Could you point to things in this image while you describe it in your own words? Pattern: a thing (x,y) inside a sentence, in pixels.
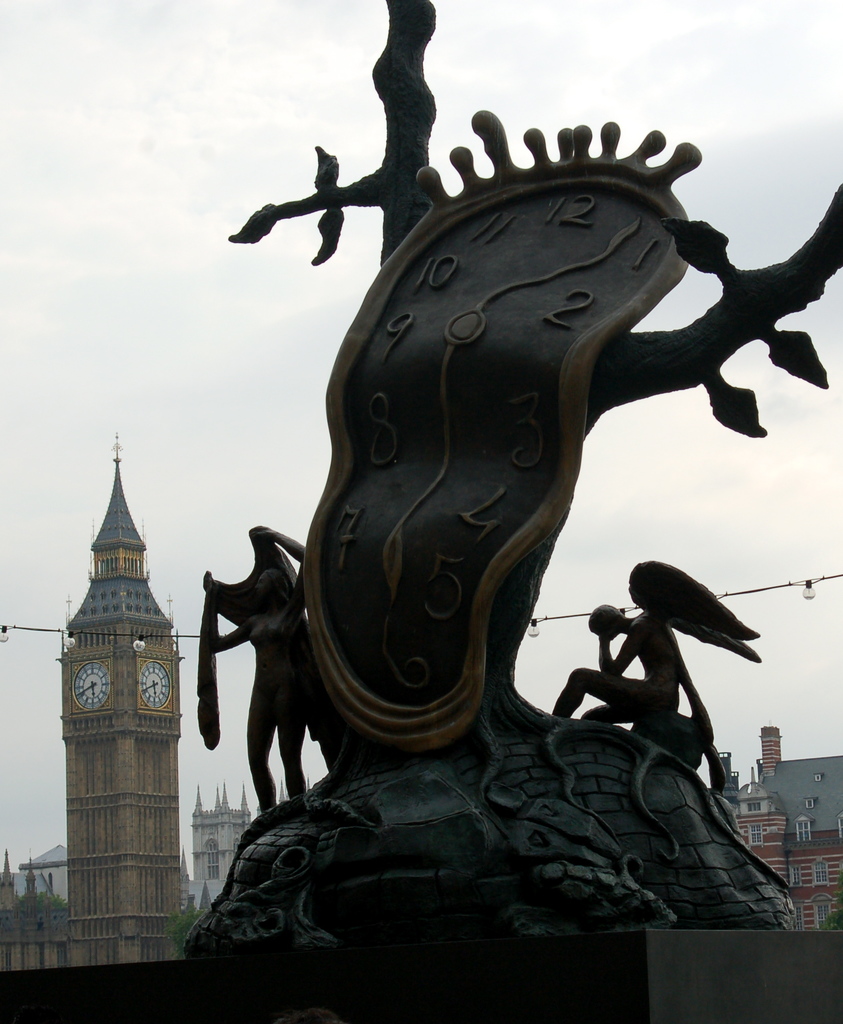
In the center of the image (347,551) we can see a statue (548,726). On the backside (142,885) we can see a tower (140,827) with a clock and some buildings (202,855). We can also see some trees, bulbs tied to a wire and the sky (164,431) which looks cloudy.
